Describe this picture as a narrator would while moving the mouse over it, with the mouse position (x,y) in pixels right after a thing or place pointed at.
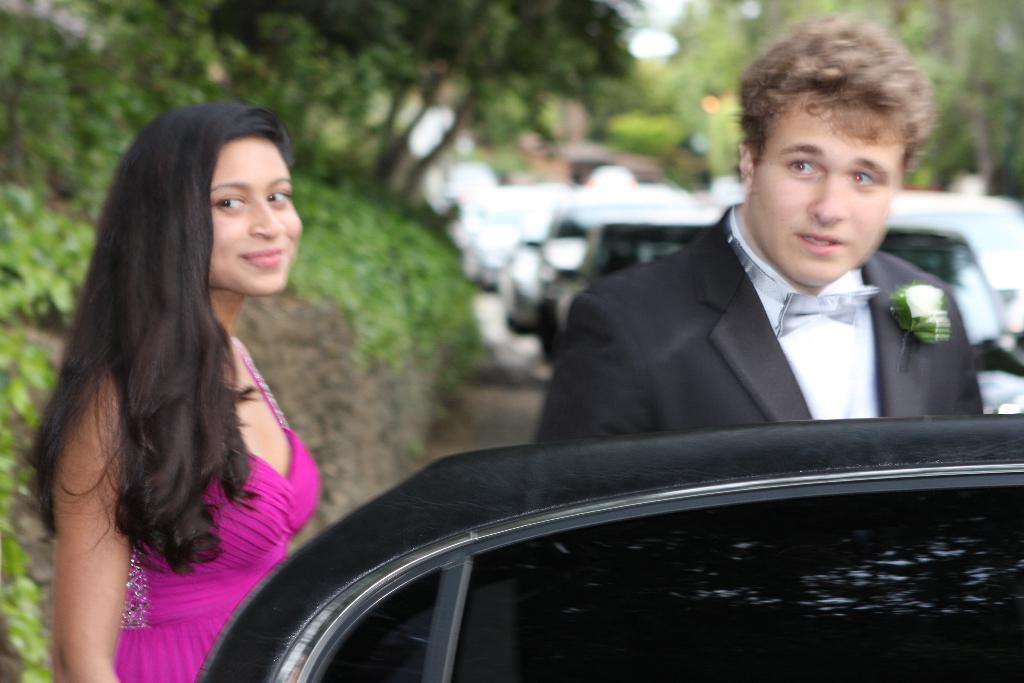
In this image one man (814,290) and woman (180,334) is standing. man (719,359) is wearing suit (742,359) and the woman (251,492) is wearing pink color dress (188,572). In front of them one car (635,573) is there. Behind them so many parked cars (547,212) are there and trees (285,72) are present.
